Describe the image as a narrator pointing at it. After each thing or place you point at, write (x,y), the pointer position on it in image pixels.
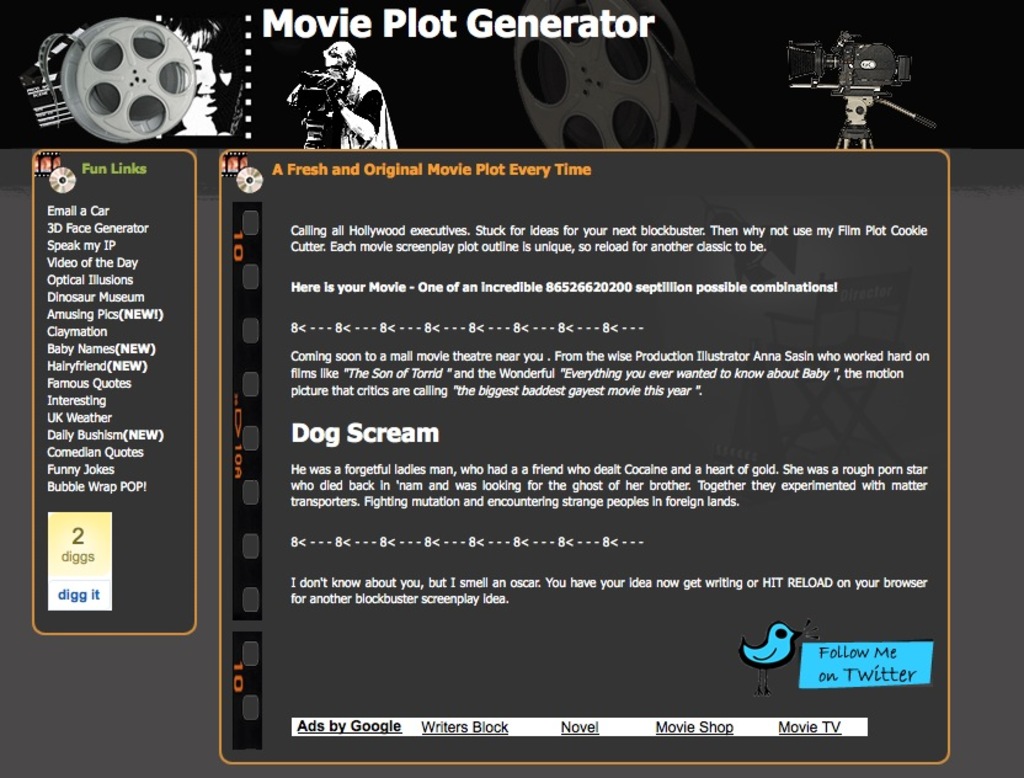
In this image there is poster (265,76), on that poster (416,19) there is some text (552,243) and pictures (211,115).
